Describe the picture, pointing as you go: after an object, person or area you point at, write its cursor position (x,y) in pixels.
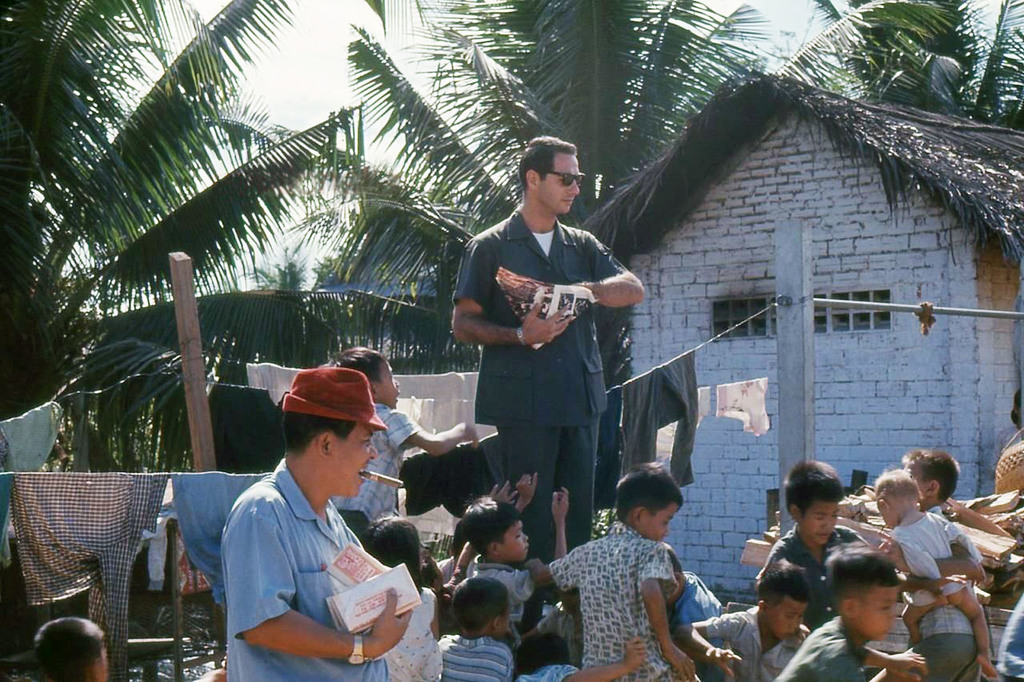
To the right bottom corner of the image (921,515) there are many kids (790,659). To the left bottom of the image (287,535) there is a man (261,576) with a blue shirt (283,547), red hat (349,409) and a cigar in his mouth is standing and holding something (343,615) in his hand (387,616). Behind him there are ropes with clothes (125,531) on it. In the middle of the image (552,273) there is a man (550,258) with black jacket (548,277) is standing and holding the paper (551,296) in his hand (552,319). In the background (677,289) to the right side (891,242) there is a hut (755,287) with brick wall (809,130). And also in the background (311,156) there are trees (362,84).
